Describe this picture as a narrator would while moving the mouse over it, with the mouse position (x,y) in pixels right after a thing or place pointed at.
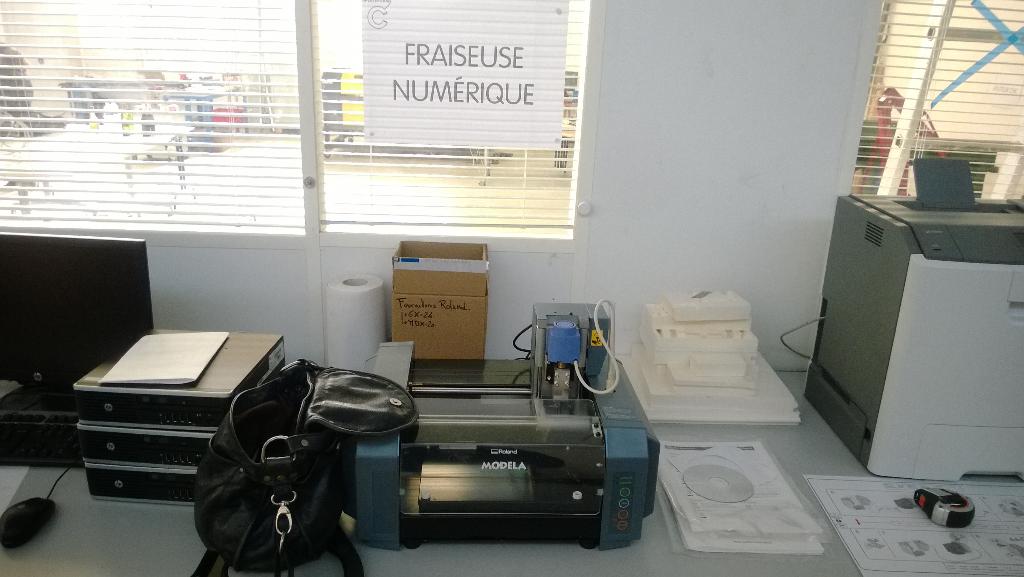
In this picture there is a bag (238,465). There is a box (431,310), tissue roll (365,309), machine (475,428), mouse (17,517). At the background (131,136), there is a table (122,123) and bottles (108,120).
